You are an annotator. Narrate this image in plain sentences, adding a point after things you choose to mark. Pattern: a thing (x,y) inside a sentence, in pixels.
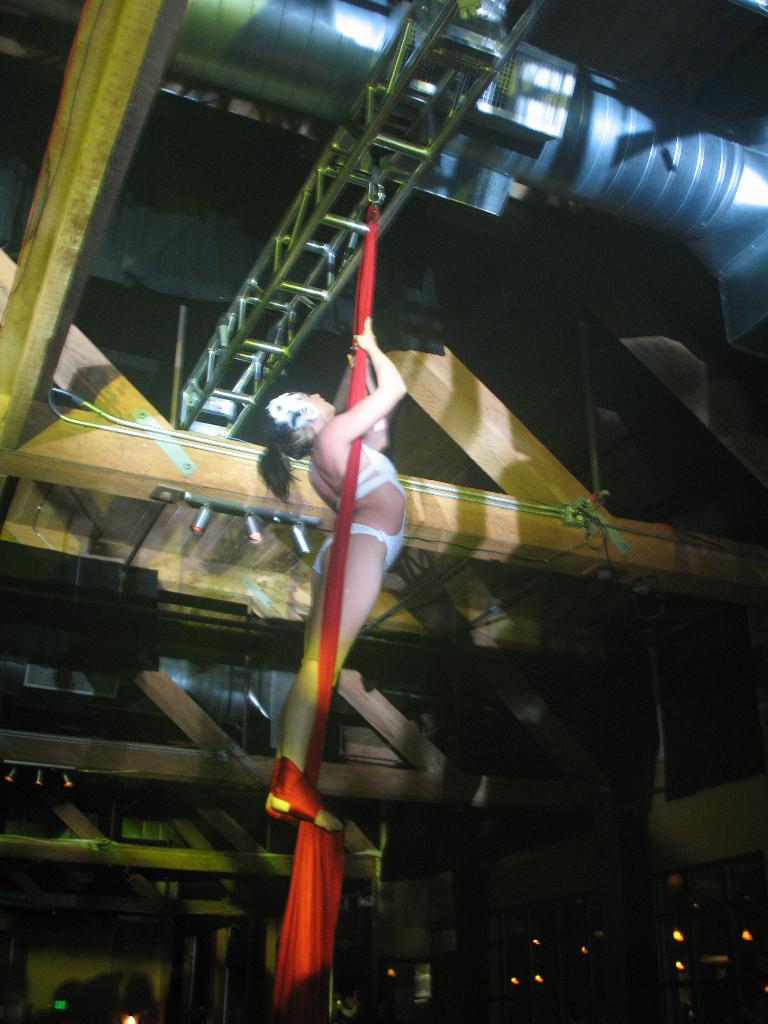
In this image, in the middle (359,598), we can see a woman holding a cloth (360,322) which is tied to a metal instrument (321,214). At the top (288,0), we can see a metal pipe (591,142) and wood roof (454,405). At the bottom (510,941), we can see black color and few lights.
